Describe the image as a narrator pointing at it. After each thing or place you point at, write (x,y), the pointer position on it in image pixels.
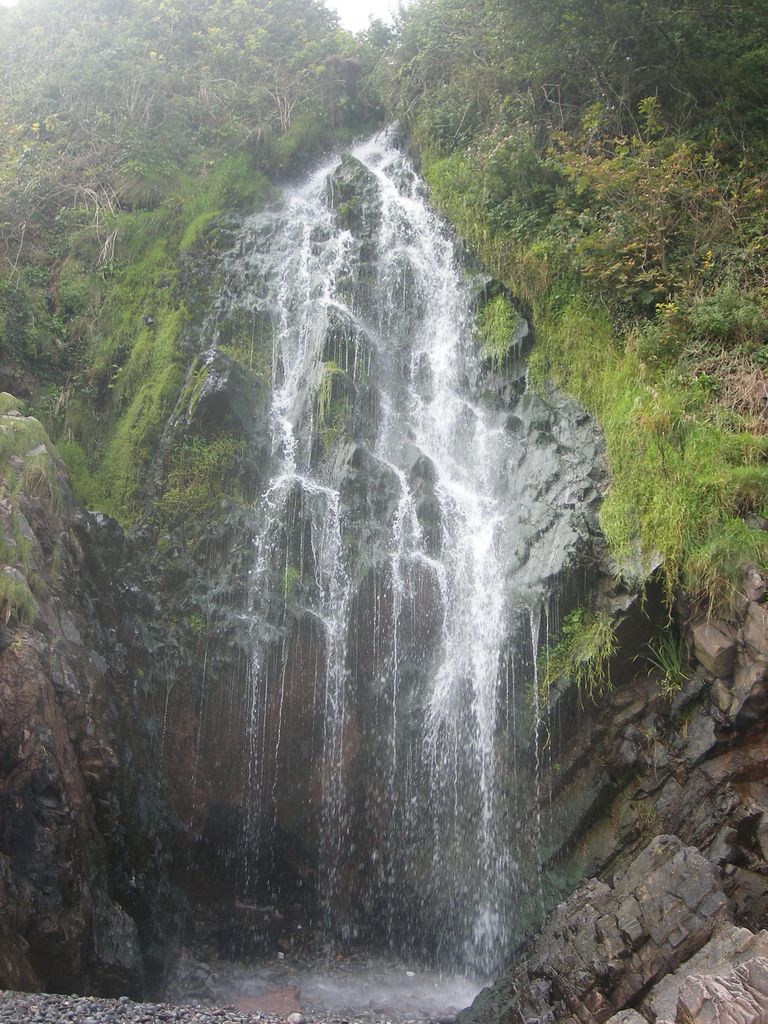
In this picture we can see waterfall (367,251), on the right side (655,147) and left side (134,145) there are some plants (435,130), we can see a rock (564,803) at the right bottom (595,941).
